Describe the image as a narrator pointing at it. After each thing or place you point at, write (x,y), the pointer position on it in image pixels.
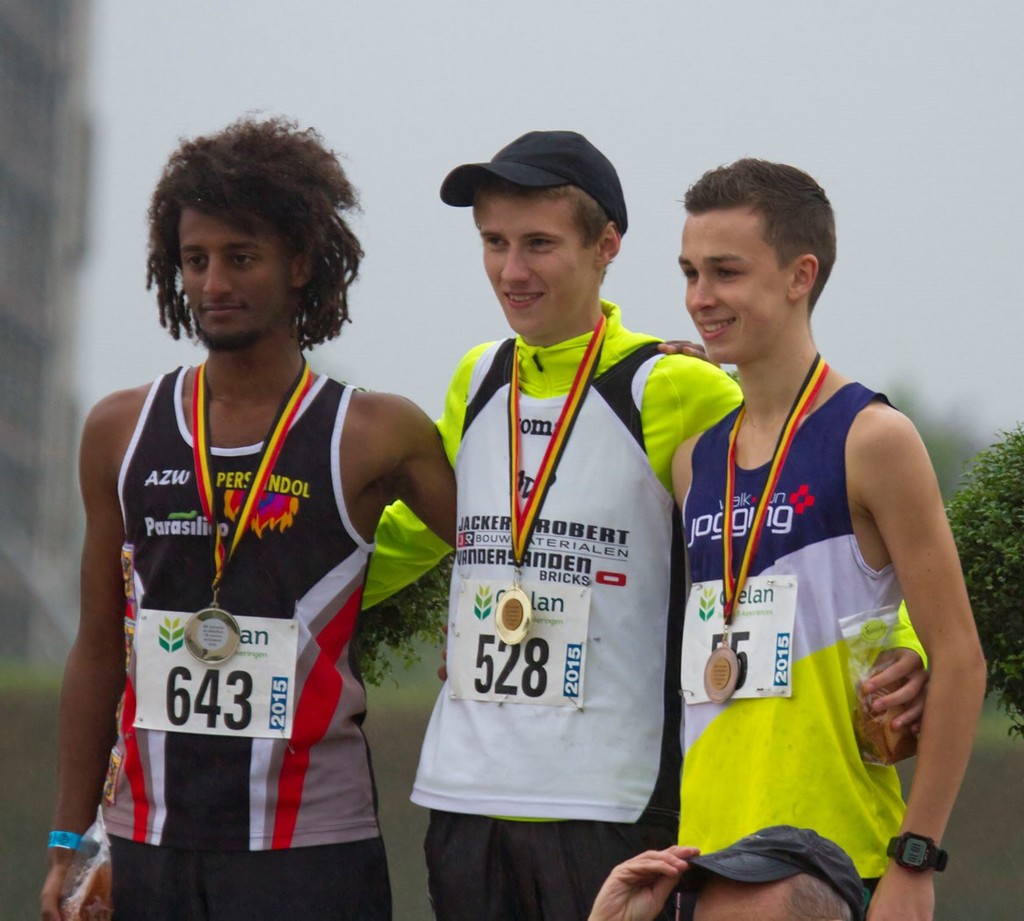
In this image I can see three men (453,724) are standing and I can see all of them are wearing sports wear (334,791) and around their neck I can see medals (725,649). On their dresses (365,706) I can see few papers (168,678) and on it I can see something is written. In the background (988,527) I can see few plants (423,611).
